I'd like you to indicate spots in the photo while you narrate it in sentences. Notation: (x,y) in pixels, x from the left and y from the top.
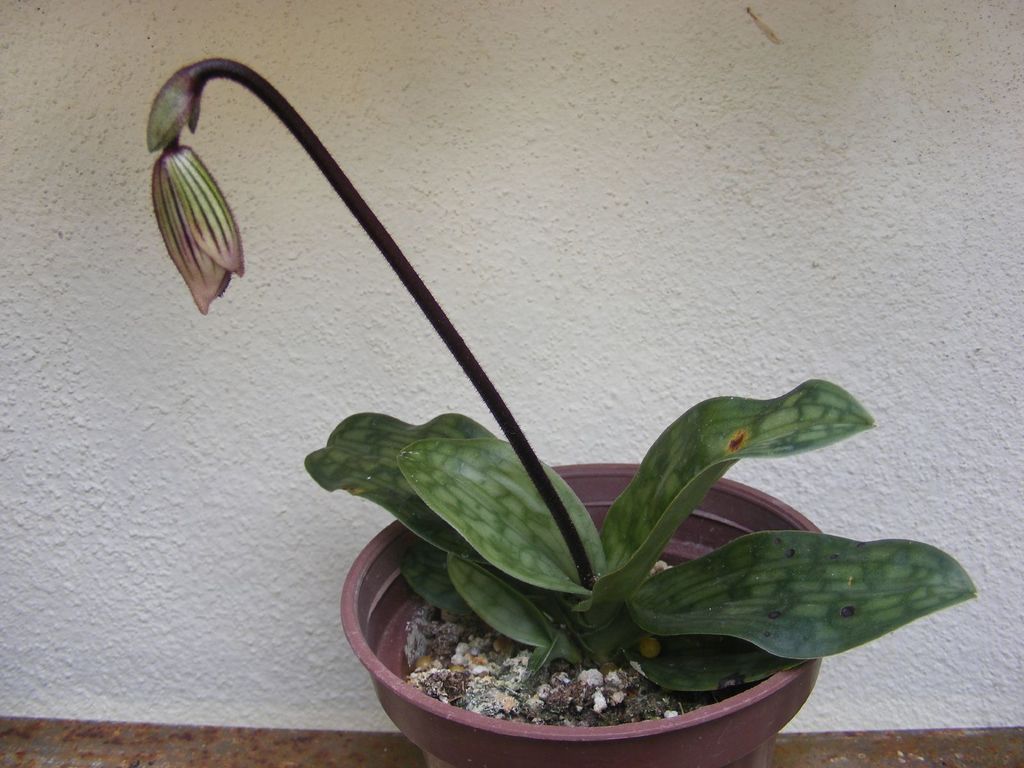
In this image I can see the flower pot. I can see few leaves (585,593) and the bud (175,196). Background (728,168) is in white color.
